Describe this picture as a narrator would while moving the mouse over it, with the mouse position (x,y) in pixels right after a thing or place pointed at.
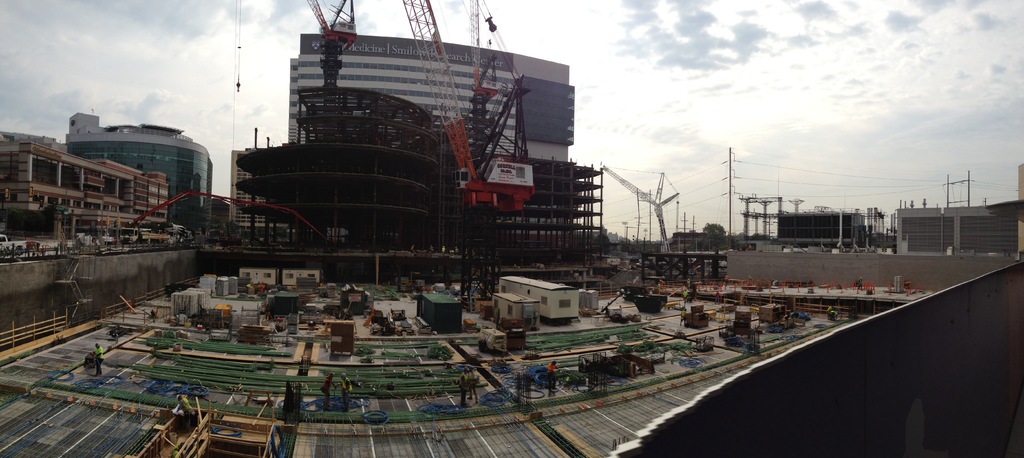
In the center of the image (398,157) there are buildings (451,183) and we can see a crane (519,191). At the bottom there are people (472,372) doing construction work and we can see blocks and sheds (517,303). In the background (743,227) there are poles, wires (806,184) and sky (664,62).
